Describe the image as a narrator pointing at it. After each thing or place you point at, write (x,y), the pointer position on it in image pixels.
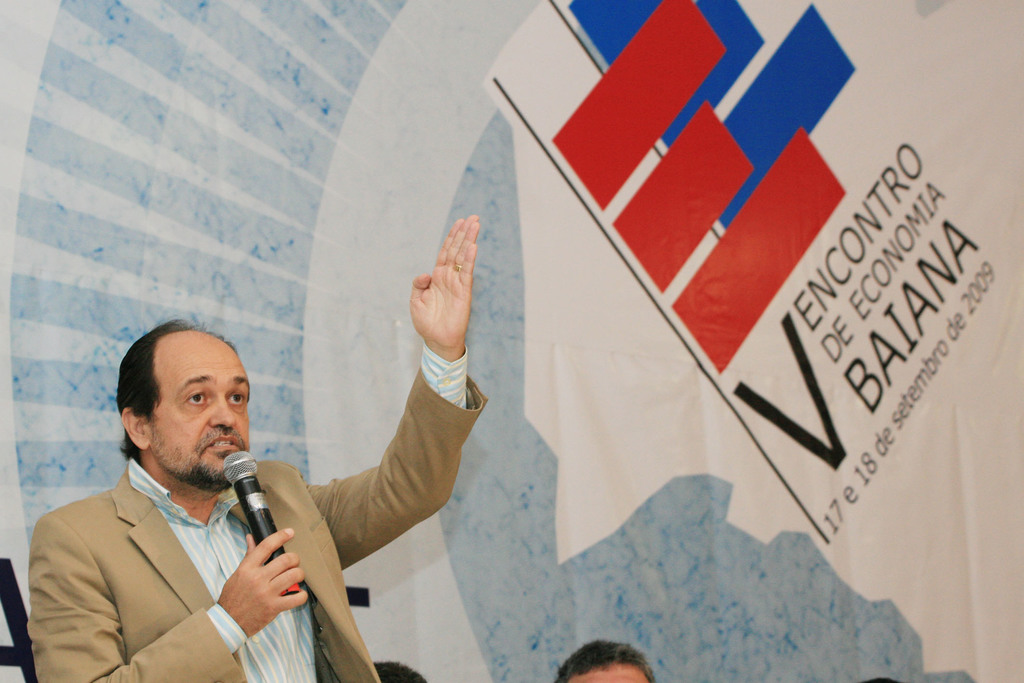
On the left side of this image (172,552) I can see a man (231,532) wearing a suit (147,630), holding a mike (260,511) in the hand (264,546) and speaking. At the bottom of the image (594,674) I can see few persons heads (575,658). In the background (374,192) there is a banner (493,165) on which I can see some text (910,340).
